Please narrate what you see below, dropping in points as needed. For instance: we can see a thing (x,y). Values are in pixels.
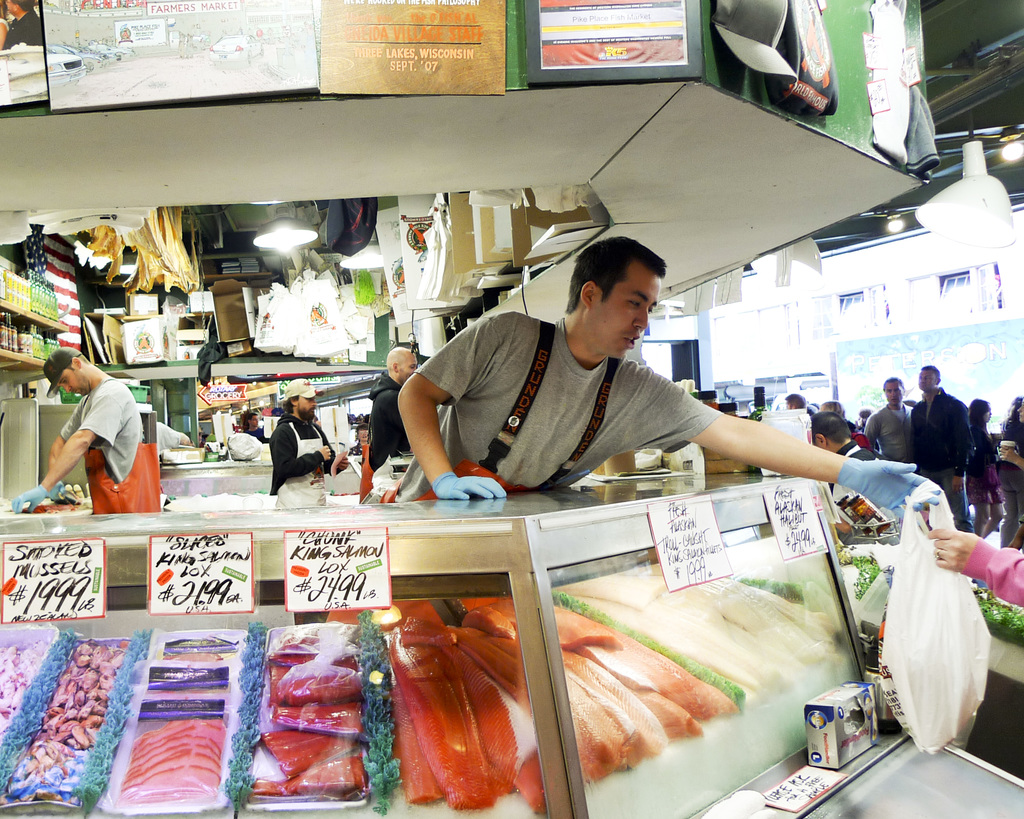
In this image we can see a shop (671,565) and shopkeepers (574,403) are selling the product (634,652). One man (501,404) is giving cover (919,658) to the other person (954,561), he is wearing grey color t-shirt (506,416). Top of the image (619,19) banner (358,66) are there. Right side of the image (939,433) people (877,416) are standing.
